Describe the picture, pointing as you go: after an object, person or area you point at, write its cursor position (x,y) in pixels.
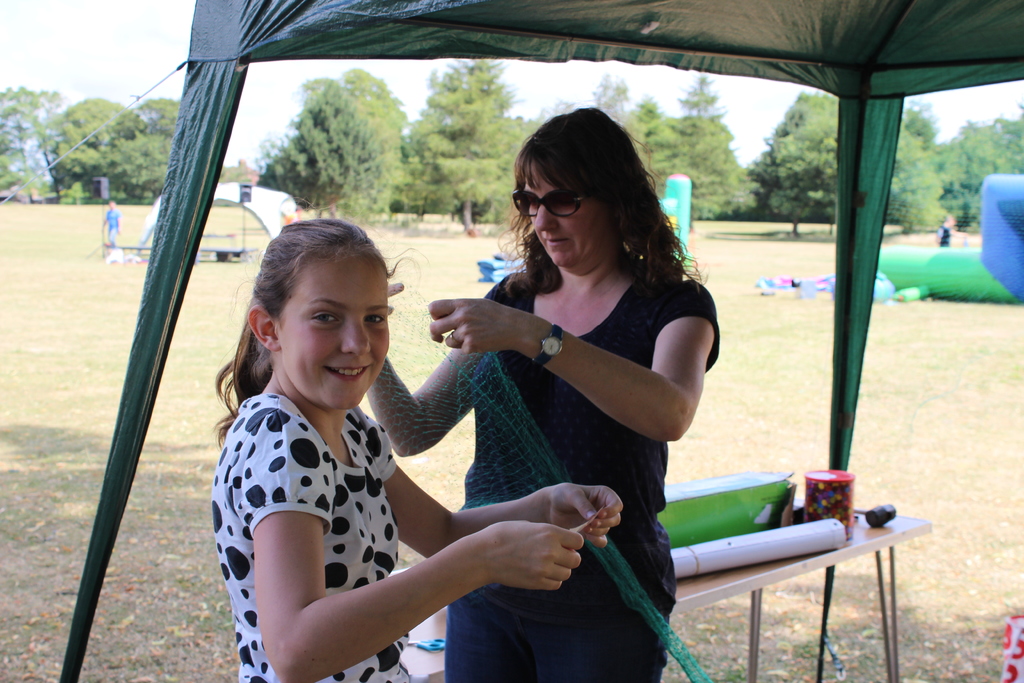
In the picture we can see a woman (526,478) and a girl child (295,667) standing together under the shed (307,40) and under it we can see a bench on it, we can see a paper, green color box (722,478), and some box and woman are holding something and she is wearing a black T-shirt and girl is wearing a white T-shirt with black dots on it and she is smiling and in the background (198,473) we can see a grass surface (780,340) on it we can see some people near the shed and behind it we can see trees (483,202) and sky (142,93).
